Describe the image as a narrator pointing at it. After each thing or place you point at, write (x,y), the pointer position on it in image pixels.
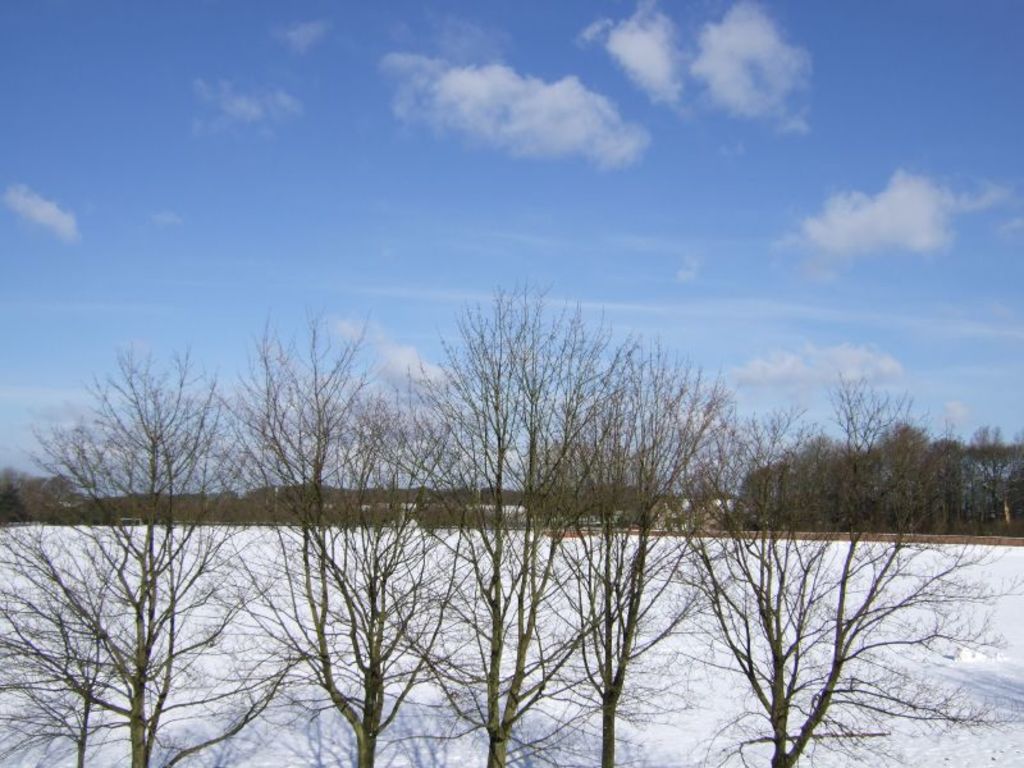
In this image in the foreground (325,619) there are some trees (375,624), and at the bottom (243,628) there is snow (962,702) and in the background (1002,529) there are some trees (976,495). And at the top (265,247) there is sky (347,247).
